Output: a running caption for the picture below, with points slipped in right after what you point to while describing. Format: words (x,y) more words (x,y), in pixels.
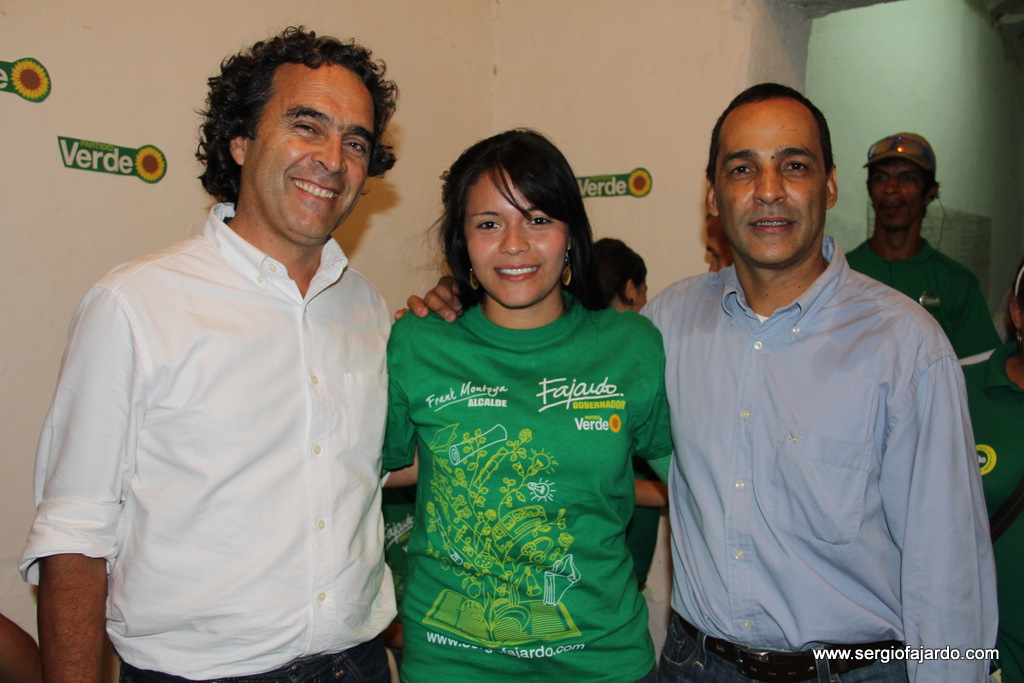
In this picture we can see three people (816,357) standing and smiling. We can see stickers (79,149) on the walls (580,165). There is a man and a woman (1002,670) in the background (936,309). A watermark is visible on the right side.
